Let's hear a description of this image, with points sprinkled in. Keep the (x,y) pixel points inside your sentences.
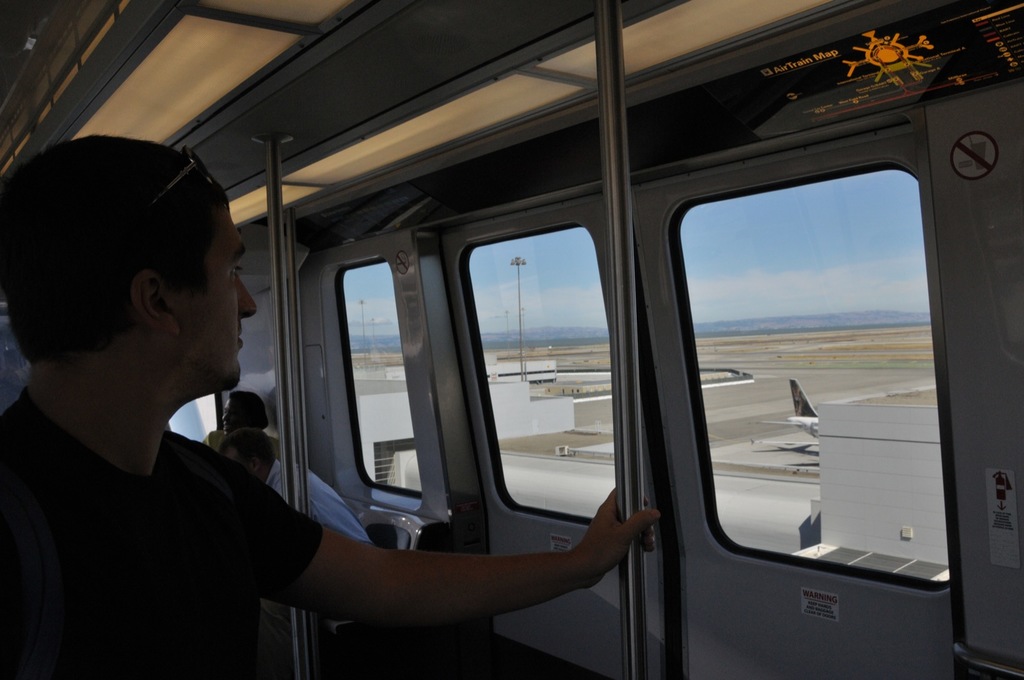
In this picture I can see there is a person (101,504) standing here and they are some other people (360,530) in the train (336,472) and there is a runway (765,408) here and there is a air plane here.
